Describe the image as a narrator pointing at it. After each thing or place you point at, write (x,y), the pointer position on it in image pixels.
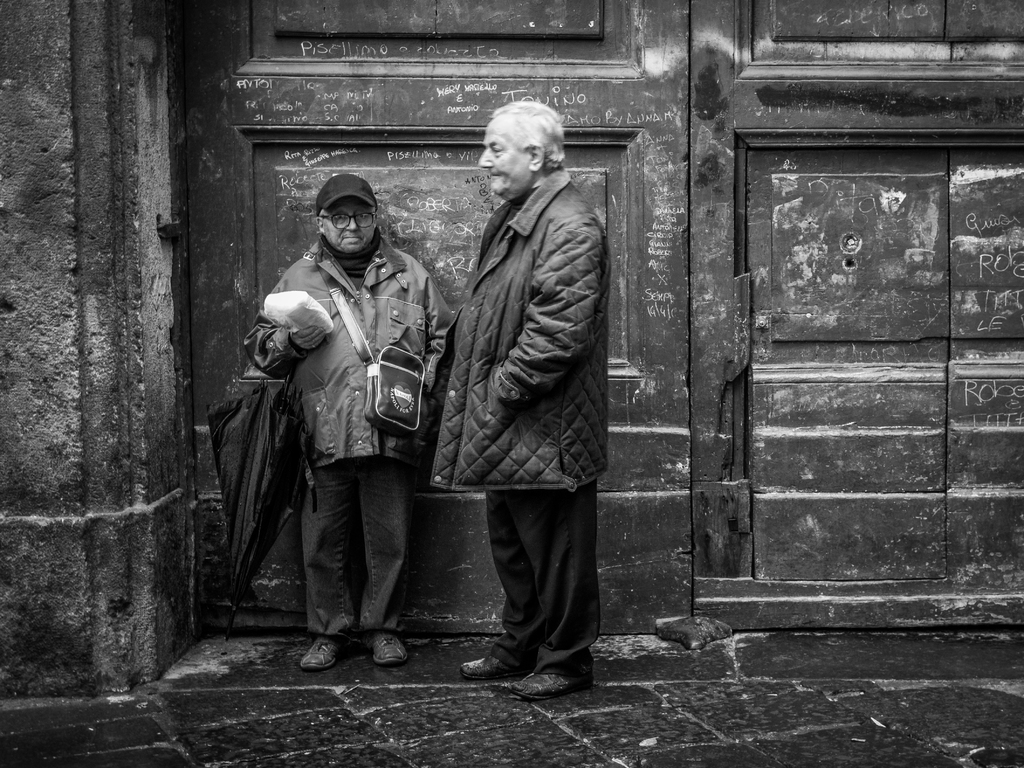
There are two men (355,439) standing in the middle of this image (536,268) and there is a wall (31,308) in the background (266,161).
